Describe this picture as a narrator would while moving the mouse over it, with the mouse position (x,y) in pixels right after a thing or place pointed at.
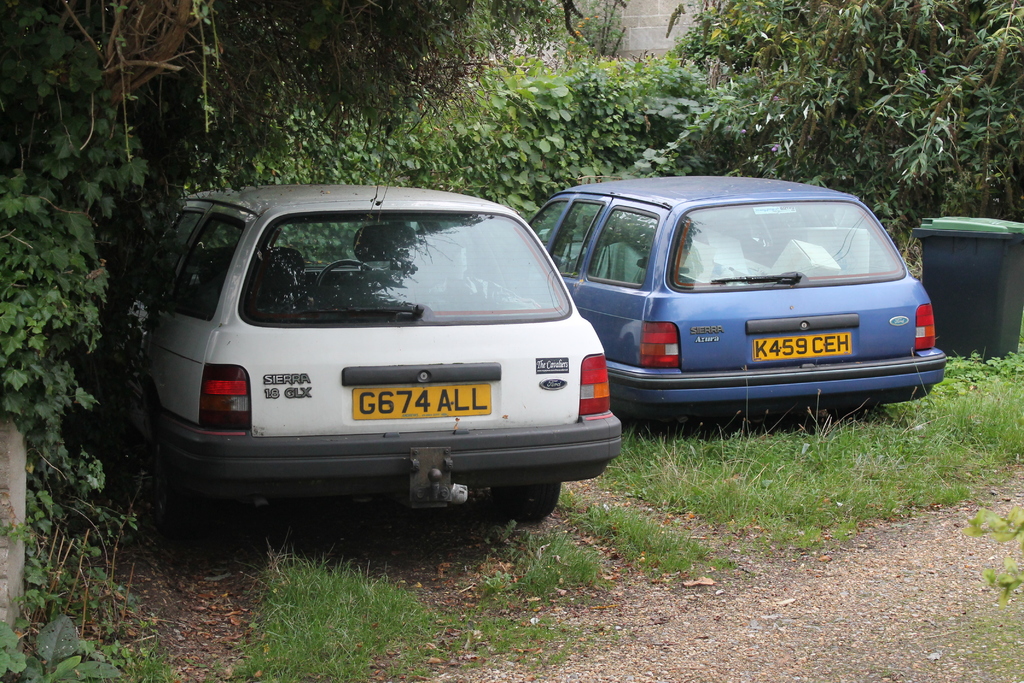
In this image I can see two cars (322,327). One is in white color and another one is blue color. At the bottom of the image (795,644) I can see the land (819,615) and grass (840,499). On the top of the image (590,100) there are some trees (365,76) and a wall (651,19). On the right side (993,254), I can see green color bin (1005,243).
